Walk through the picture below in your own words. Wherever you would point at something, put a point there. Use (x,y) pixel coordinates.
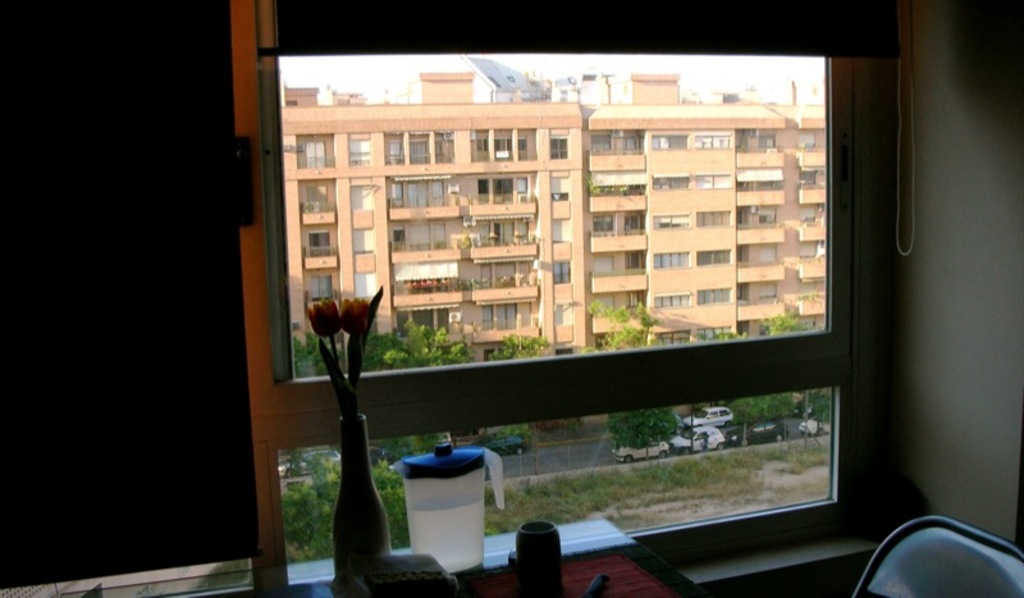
In this image we can see some buildings (574,94), some poles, some vehicles (310,468) on the road (603,451), some objects (592,88) on the surface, some trees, bushes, plants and grass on the surface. There is one glass window (262,141), one flower pot (350,501) with flowers (353,343) near to the window (313,78), one wire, some objects (523,556) are on the table (602,571), one mug (449,546) with water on the table (637,583), one chair (888,573) near to the table (668,587).
